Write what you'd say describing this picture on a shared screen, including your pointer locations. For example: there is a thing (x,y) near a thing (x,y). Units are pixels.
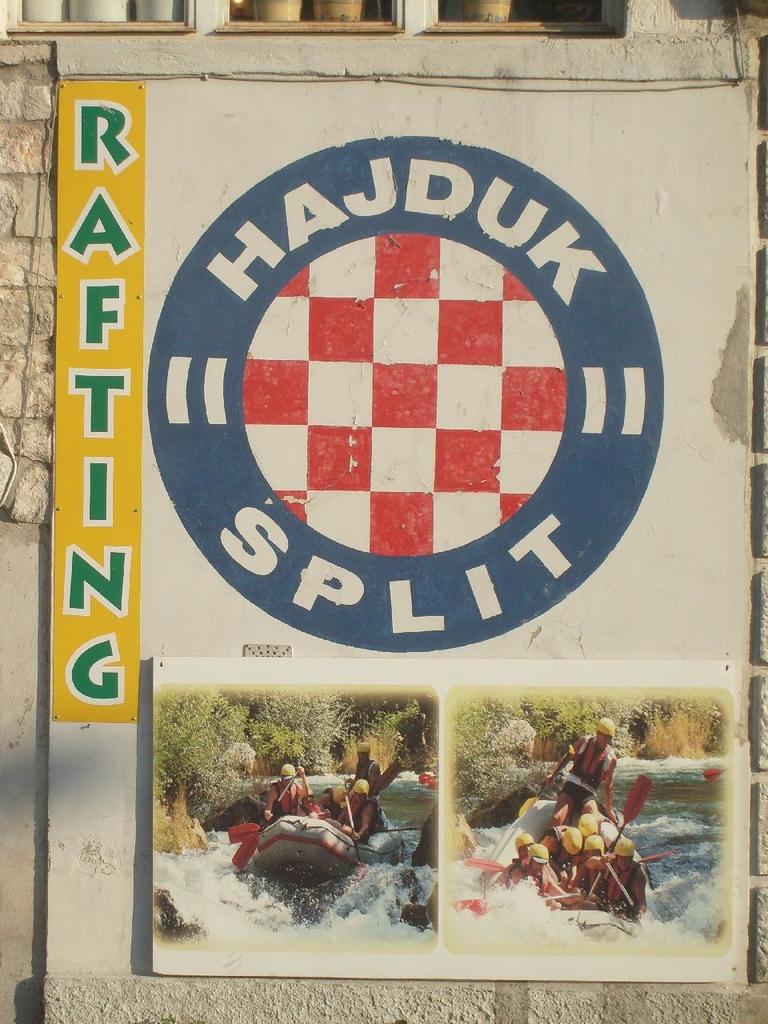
In this image we can see a poster (336,788) on the wall (328,462), in the poster (408,802) there are pictures (491,775) on few people (367,780), they are on the boats (265,839), which are on the water (385,872), also there are some text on the poster (377,971).
